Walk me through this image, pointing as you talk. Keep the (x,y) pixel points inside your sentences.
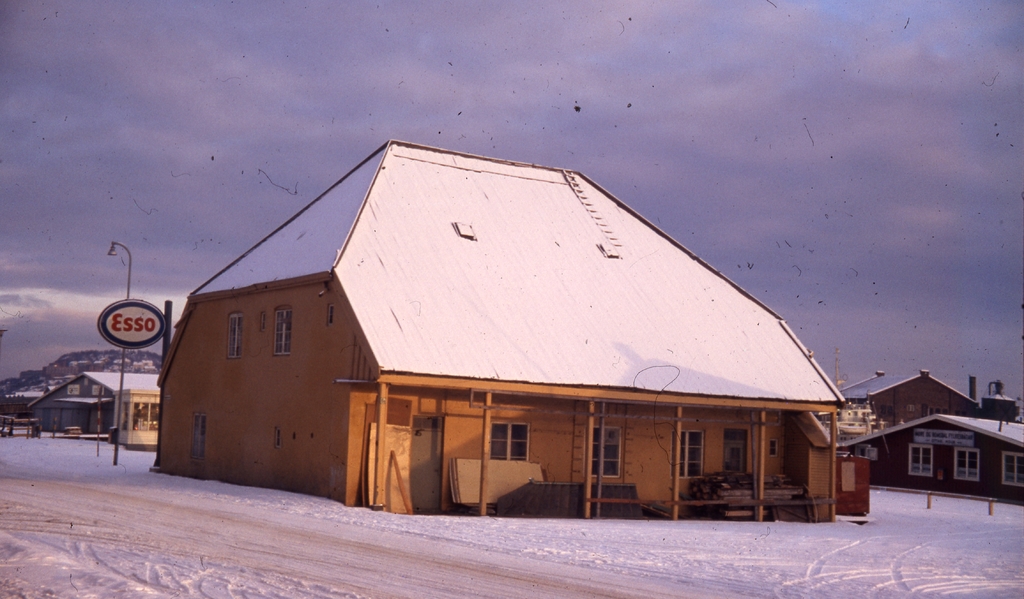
Here in this picture we can see house (189,401) present here and there on the ground (818,536), which is fully covered with snow (44,527) over there and we can also see hoardings (150,310) and light posts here and there and we can see the sky (114,278) is fully covered with clouds (809,176) over there.
